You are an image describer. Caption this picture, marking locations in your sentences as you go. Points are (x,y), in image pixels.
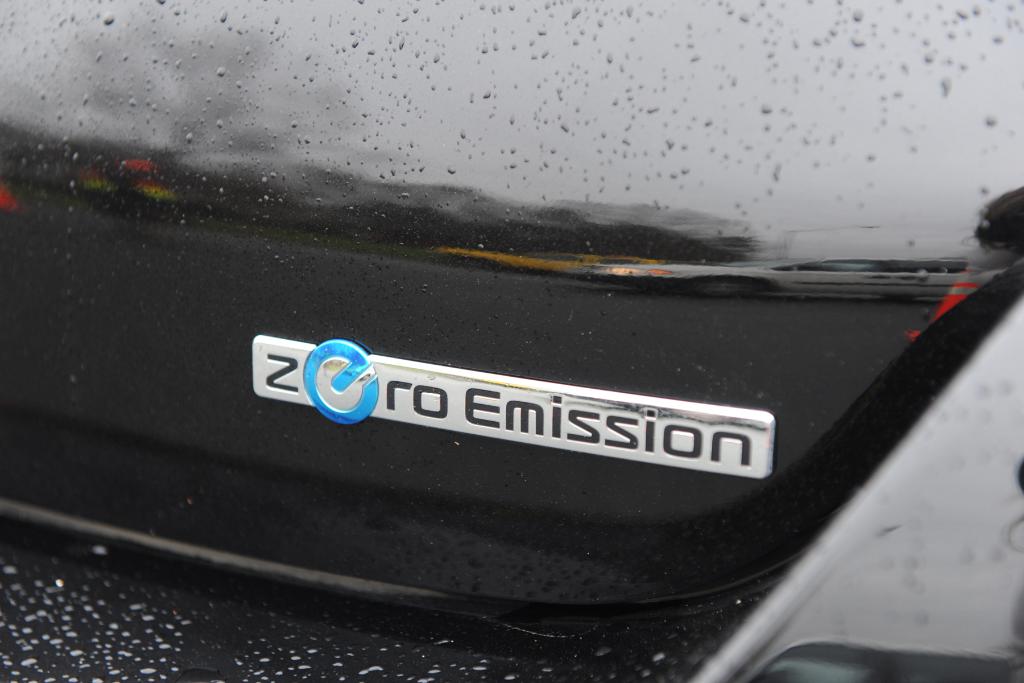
In this image I think it is a car back side part (624,429). It is in black color. We can see a text Zero Emission (283,366).
